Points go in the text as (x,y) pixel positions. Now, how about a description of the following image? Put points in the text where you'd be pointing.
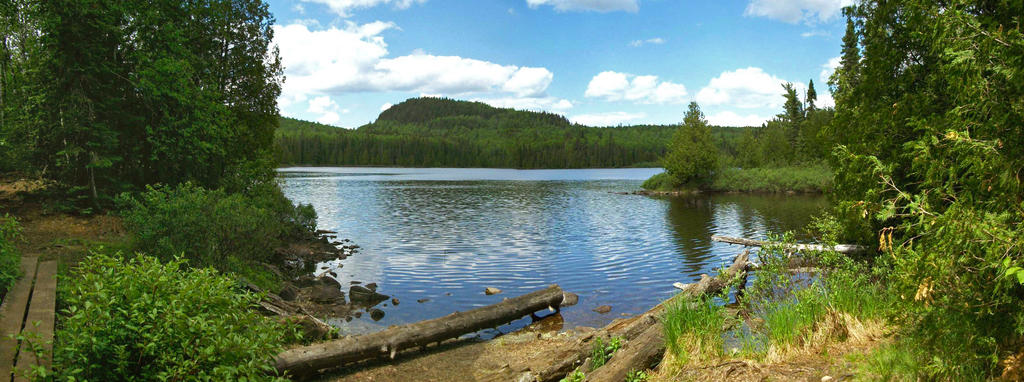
In this picture we can see water (528,237) at the bottom (474,291), there are some plants (929,312) here, in the background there are some trees (591,158), we can see the sky (578,70) at the top of the picture (578,70), there are some stones (330,310) and wood (510,313) here.
